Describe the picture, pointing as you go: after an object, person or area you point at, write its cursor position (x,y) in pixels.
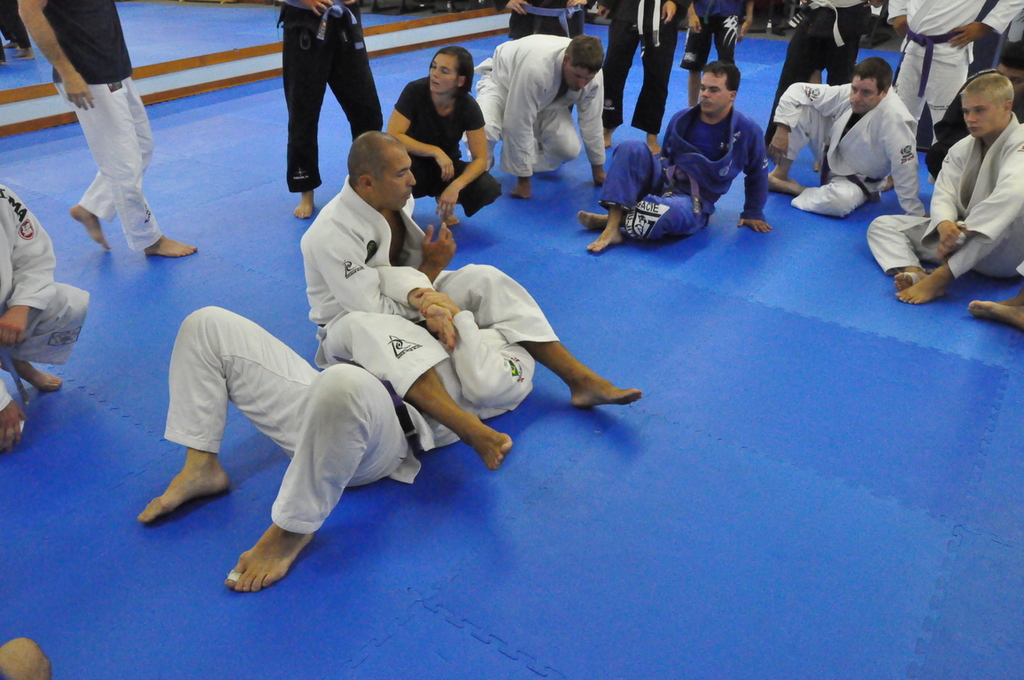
In this picture there is a blue color mat (916,442), on the mat (167,111) there are many men (876,150), few (402,255) are sitting and few (918,119) are standing. The men (332,325) are wearing white karate dresses (424,277).
